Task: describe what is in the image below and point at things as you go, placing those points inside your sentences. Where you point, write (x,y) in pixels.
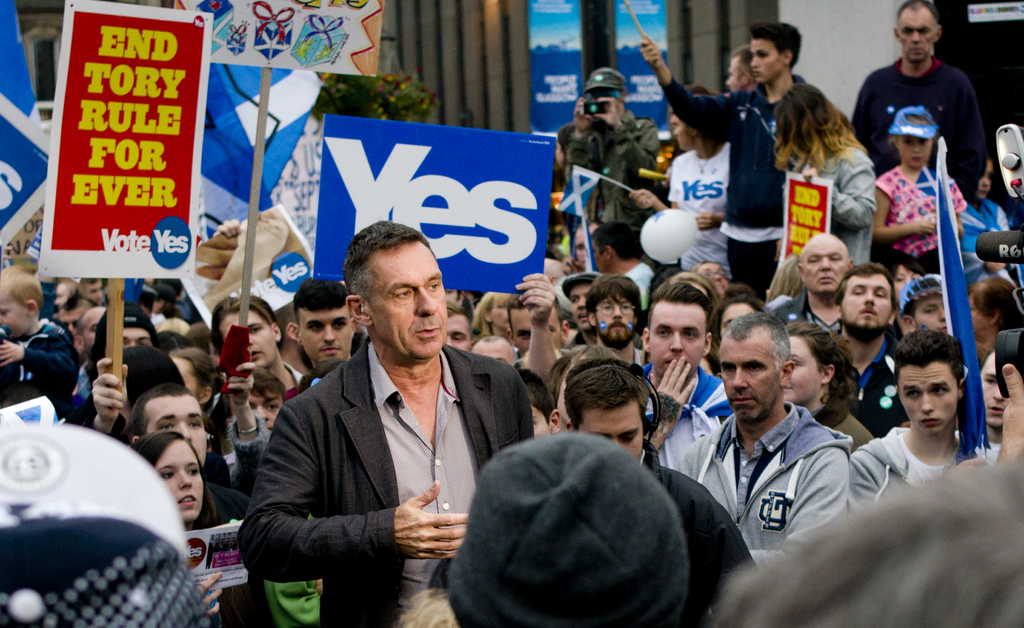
In this image we can see people (501,389) standing and some of them are holding boards (339,26). In the background (517,21) there is a building (737,38) and we can see a tree (376,113). There are flags (967,223).
